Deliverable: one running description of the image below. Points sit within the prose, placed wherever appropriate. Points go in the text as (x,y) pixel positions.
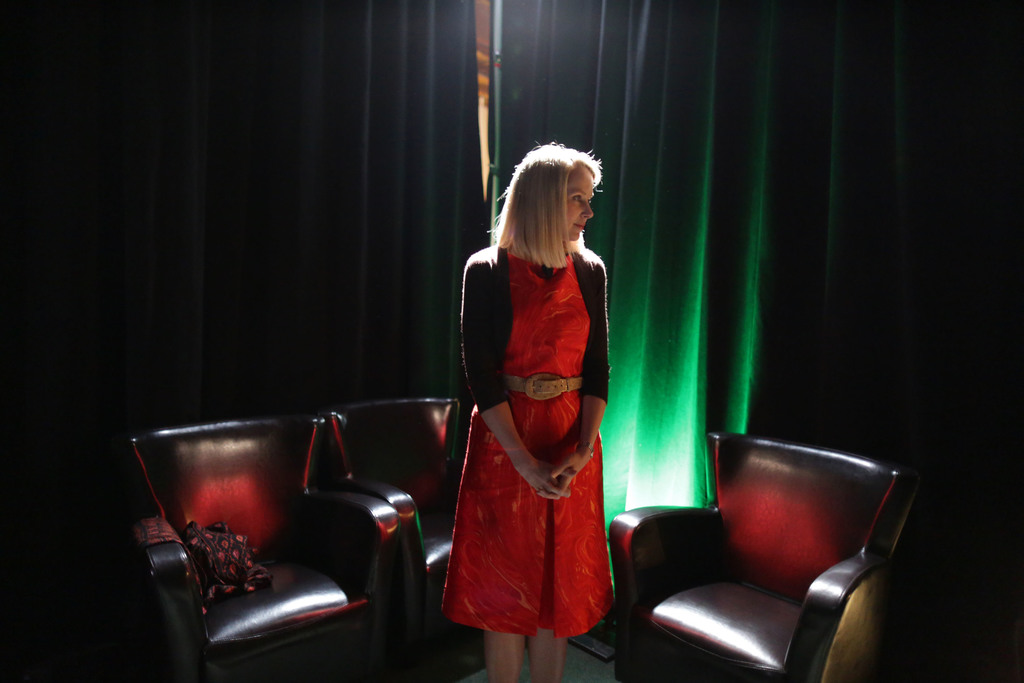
In this image, a woman (537,554) wear a red color dress (539,446). She stand in the middle (547,432). Beside her, we can see few black chairs (286,583). On the left side chair (274,568), we can see some cloth (211,552). The background (874,223), we can see green color curtain (721,181).
